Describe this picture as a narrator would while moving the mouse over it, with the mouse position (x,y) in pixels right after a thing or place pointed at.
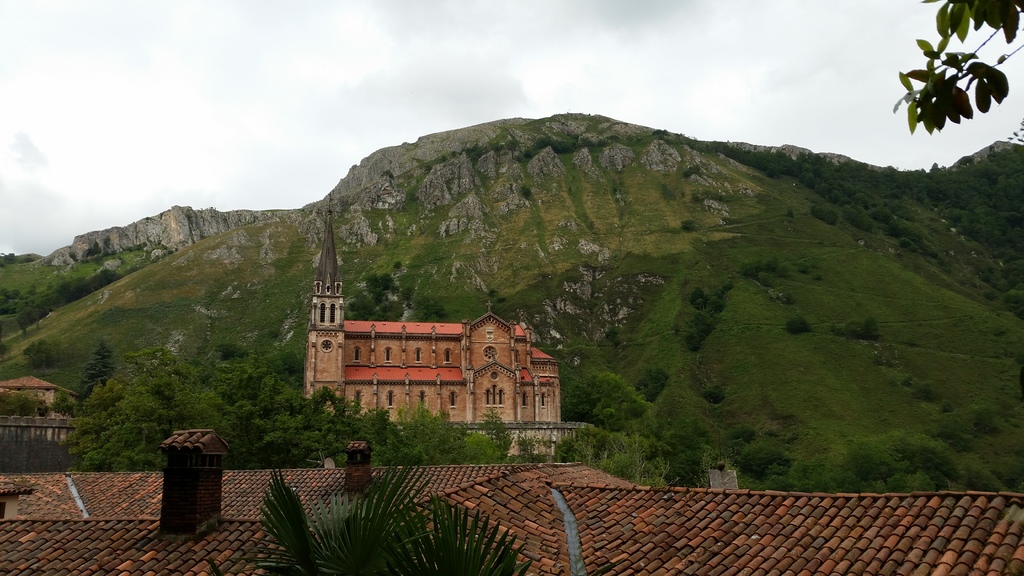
In this image I can see few trees (374,536) which are green in color, the roof (816,545) of the building (606,529) and few other buildings (414,379). I can see a mountain (349,227) and the sky (86,109) in the background (441,119).
